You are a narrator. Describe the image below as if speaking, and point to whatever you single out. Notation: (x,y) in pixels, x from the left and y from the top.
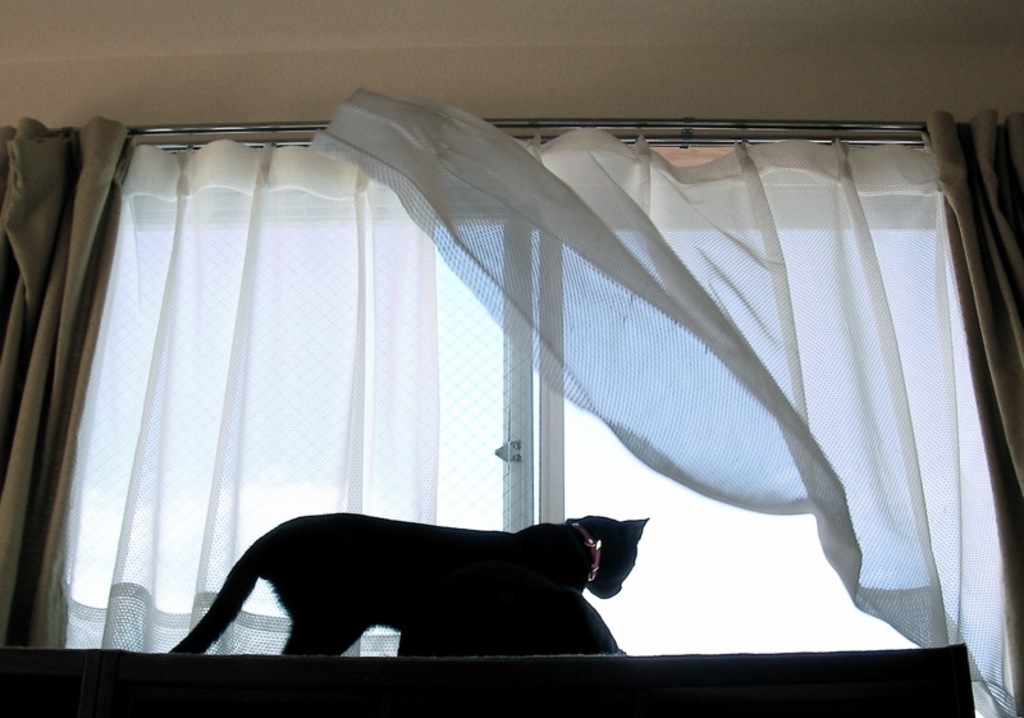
In this image in front (537,632) there are two cats (543,610) on the table (730,672). In front of the cats (571,555) there is a glass window (656,537). There are curtains (606,349). In the background of the image (109,65) there is a wall (239,57).
